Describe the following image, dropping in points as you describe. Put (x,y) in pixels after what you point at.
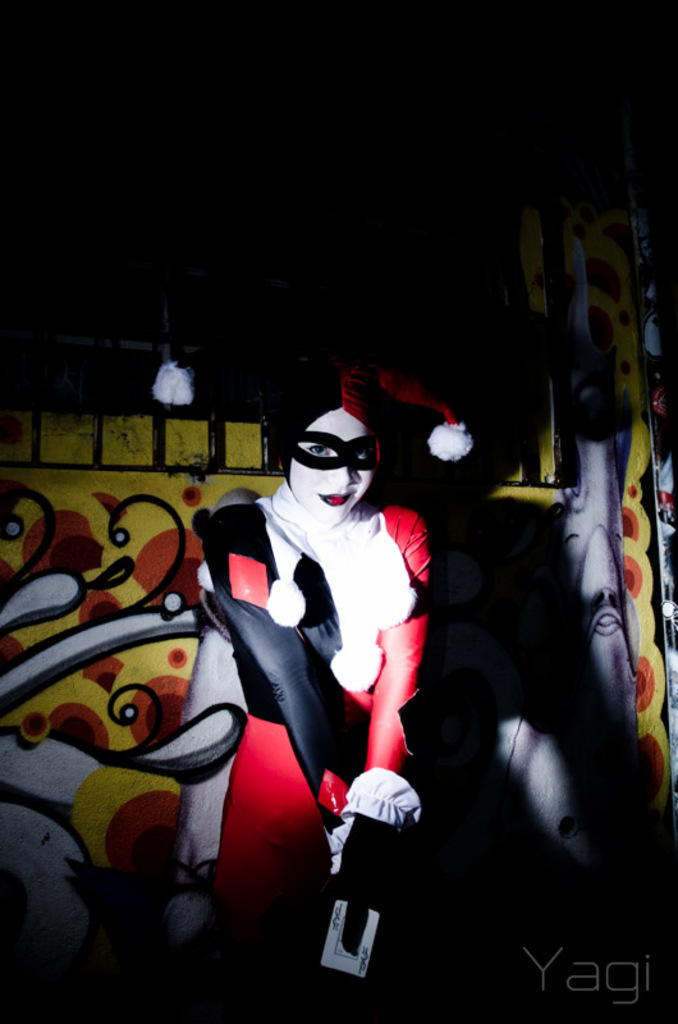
In the center of this picture (413,398) we can see a person (332,665) wearing a costume (339,604) and seems to be standing. In the background (86,660) we can see the pictures (170,547) of some objects (11,680) which seems to be on the wall (86,728). In the bottom right corner (590,979) we can see the watermark (561,975) on the image.
